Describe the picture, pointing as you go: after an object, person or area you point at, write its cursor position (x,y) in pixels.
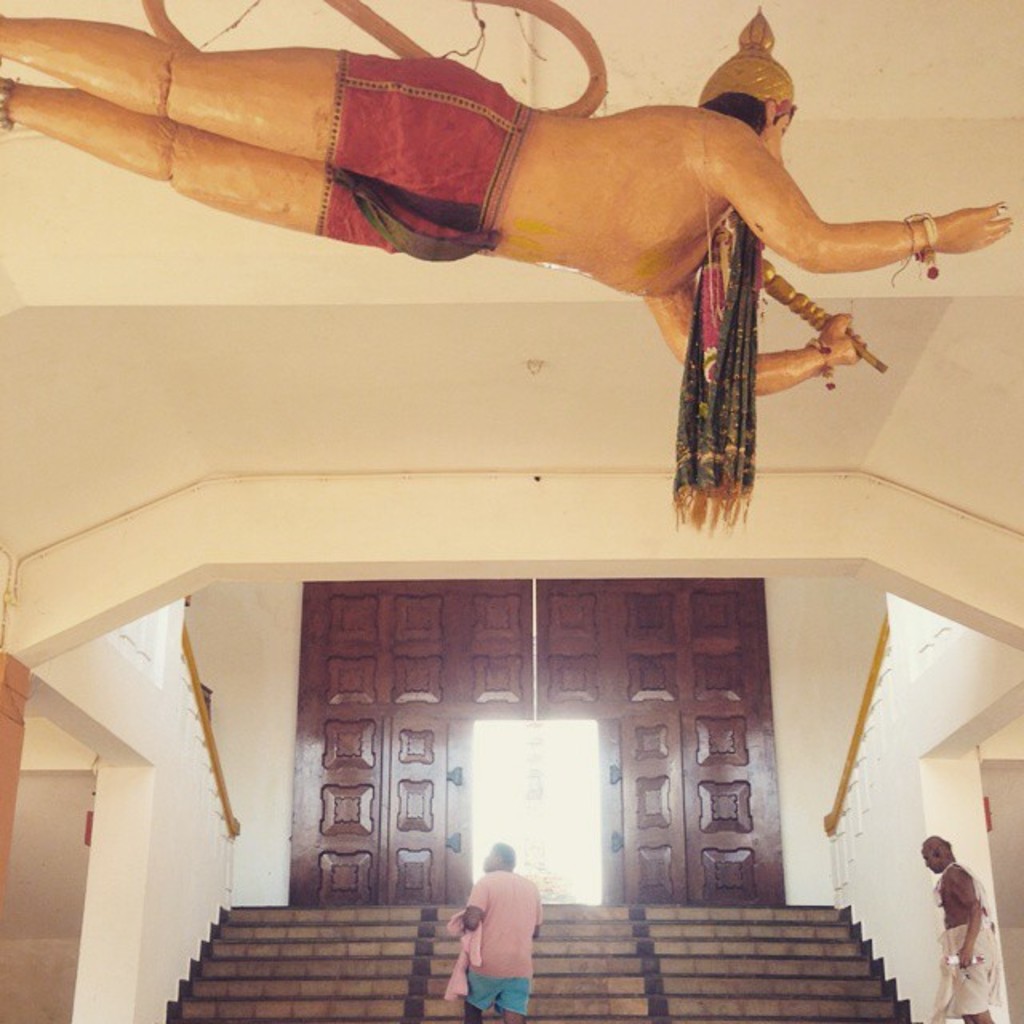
In this image there is a man (504,933) walking on the steps (540,943). In front of him there is an entrance (534,745). At the top (451,240) there is a Hanuman statue (548,218) which is hanged to the roof (631,55). On the right side (964,905) there is another person (950,909) standing beside the wall (906,876).
